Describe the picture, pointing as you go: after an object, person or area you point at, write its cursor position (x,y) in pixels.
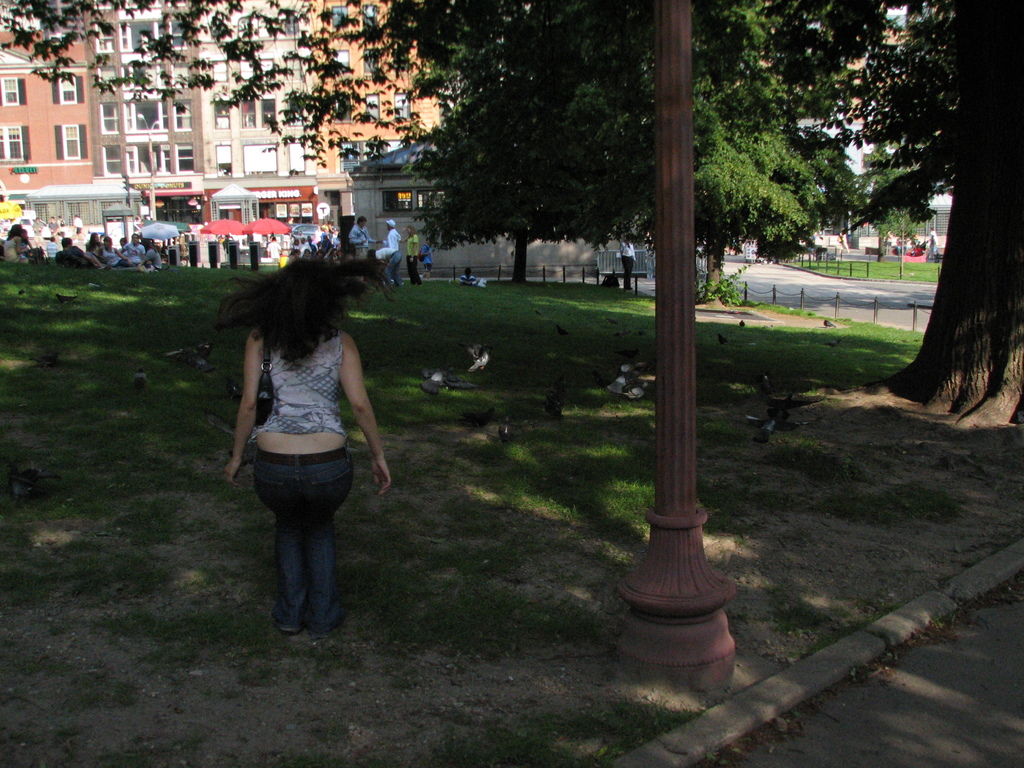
In this picture I can see a woman (242,437) and few birds (490,413) on the ground (589,372) and I can see buildings (371,118), trees (736,169) and few umbrellas (166,223) and I can see few people (309,255) are standing and few are sitting on the ground (172,316) and I can see a pole (675,418) and grass (825,374) on the ground (162,270).
